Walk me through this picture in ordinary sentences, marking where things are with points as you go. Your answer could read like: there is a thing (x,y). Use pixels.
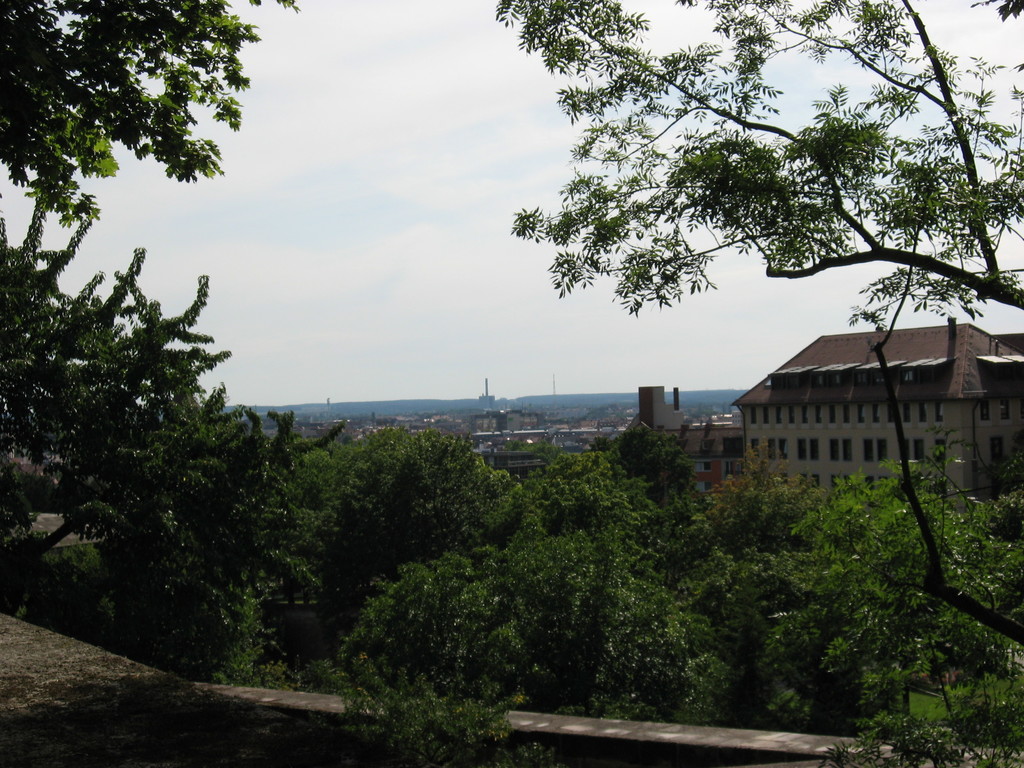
In this image we can see trees (740,532) and buildings (690,445). There is a wall (721,756) at the bottom of the image (350,760) and the sky (435,147) at the top of the image (363,125).
